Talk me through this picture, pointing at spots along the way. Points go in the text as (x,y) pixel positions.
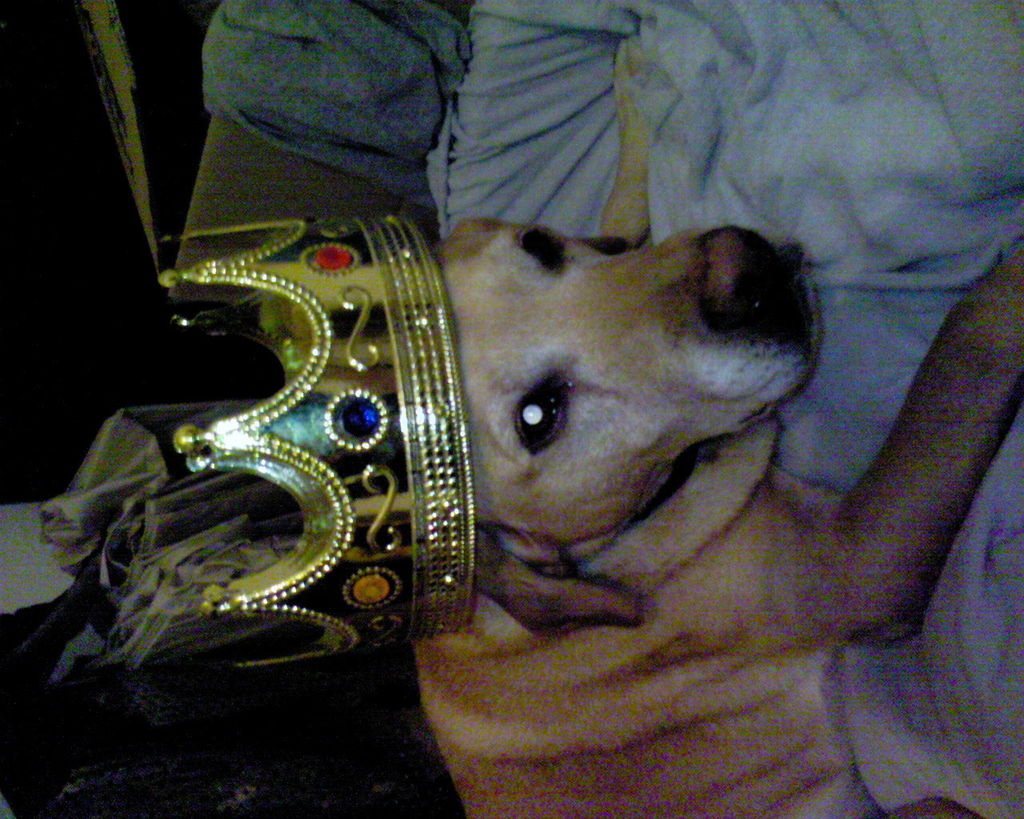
In this image there is one person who is holding a dog (599,537) and the dog (635,675) is wearing a crown (333,418), in the background (152,494) there are some objects (154,633).
